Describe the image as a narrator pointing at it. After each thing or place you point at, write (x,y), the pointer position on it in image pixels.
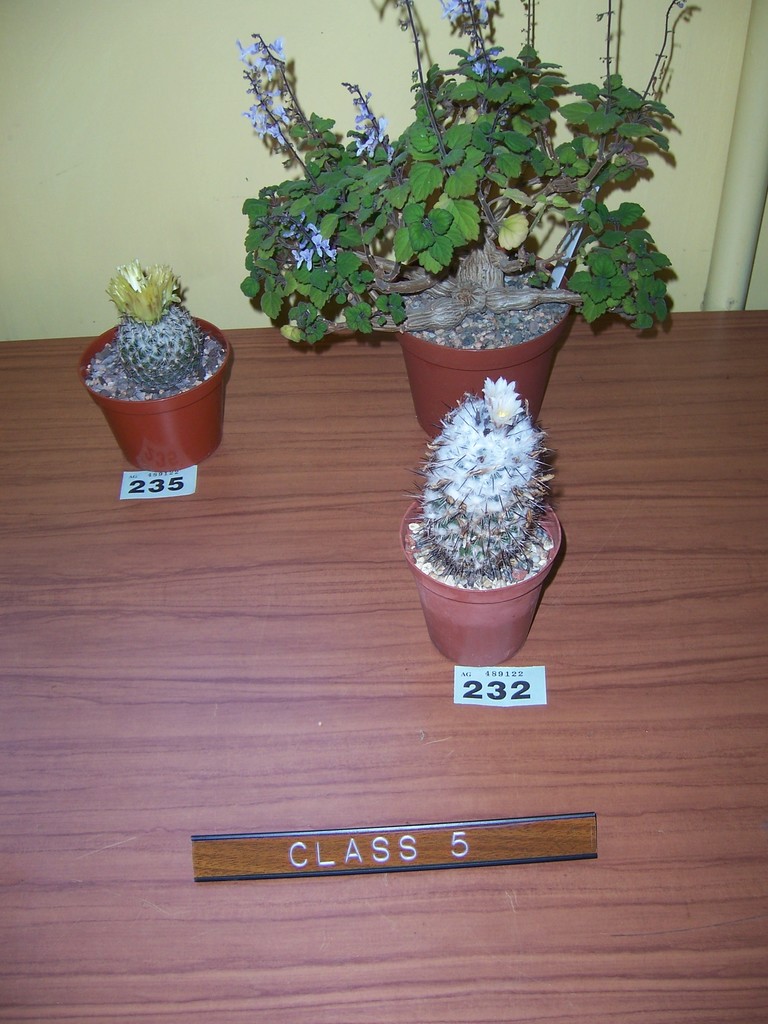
In this picture I can see plants (553,199) in the pots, there are papers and a name plate (297,855) on the table (399,368), and in the background (220,22) there is a wall (710,45).
